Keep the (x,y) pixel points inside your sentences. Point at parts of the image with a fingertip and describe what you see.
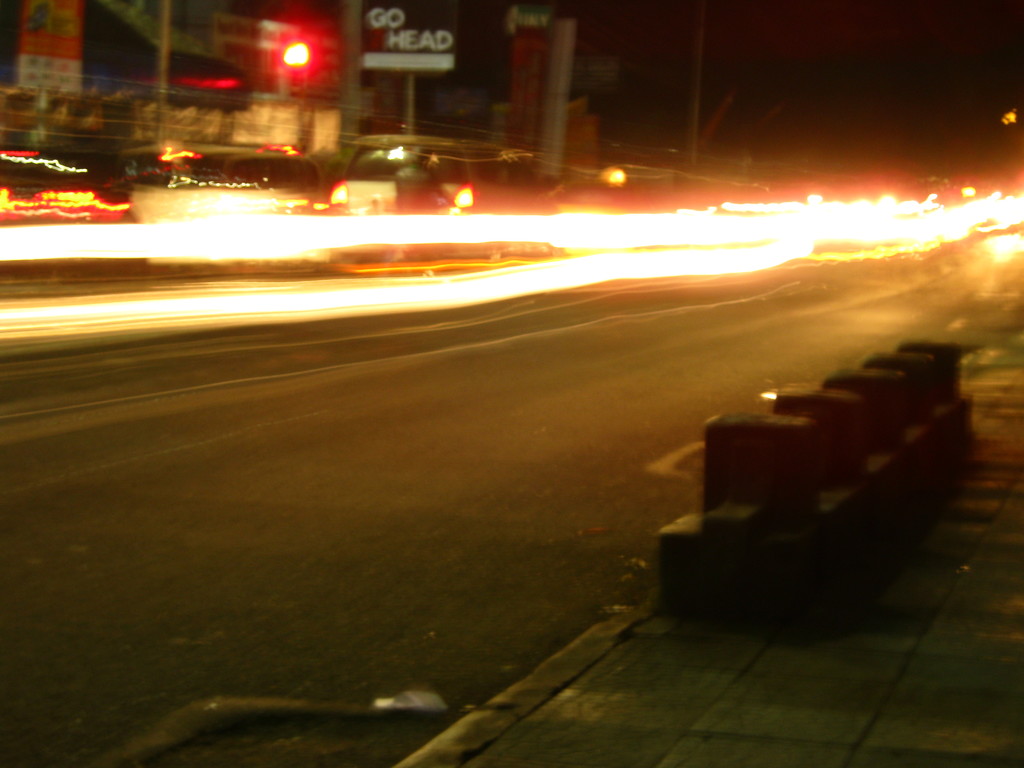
In this picture there are posters (60,36) and cars (162,218) at the top side of the image (507,186) and the image is blur.
